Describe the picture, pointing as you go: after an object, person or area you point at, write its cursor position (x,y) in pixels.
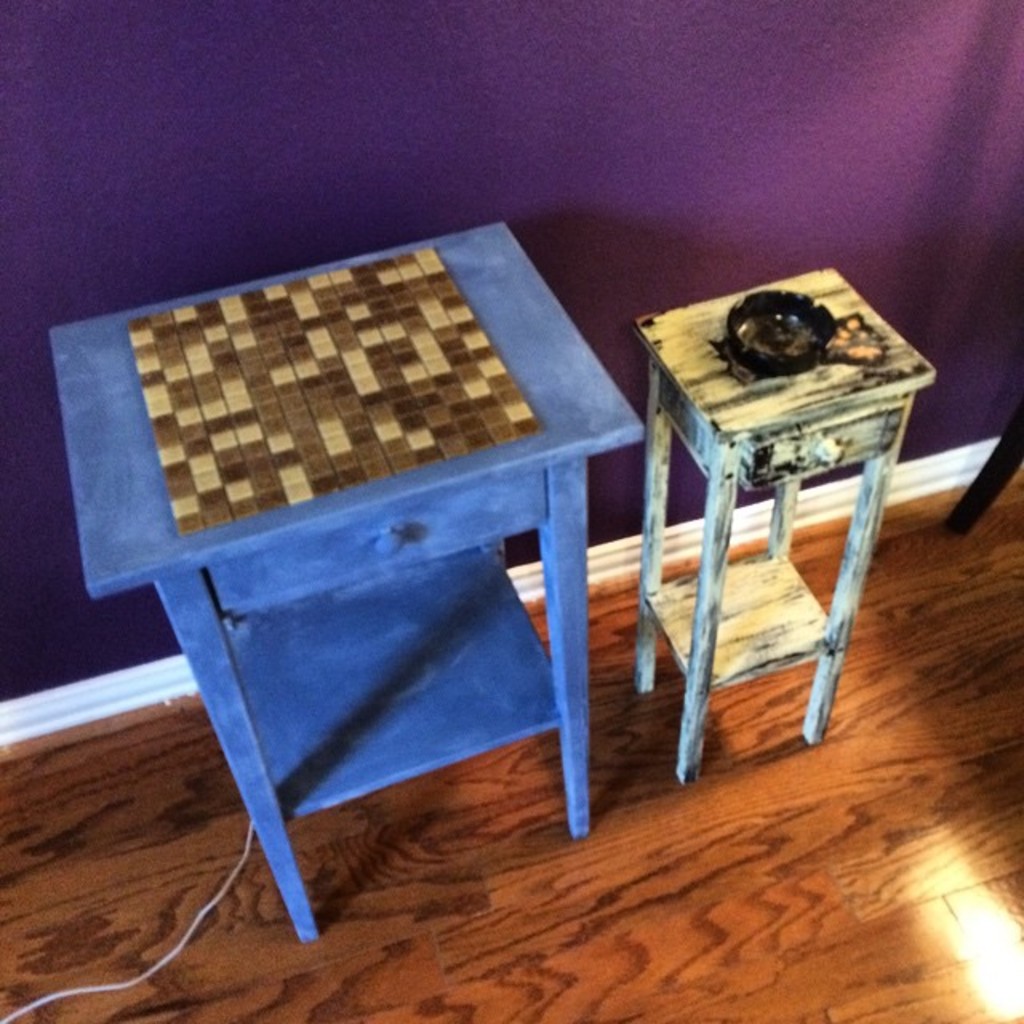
In this image we can see a table (431,369) and a stool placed on the wooden floor (435,908). We can also see a wall (131,597) and a wire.
